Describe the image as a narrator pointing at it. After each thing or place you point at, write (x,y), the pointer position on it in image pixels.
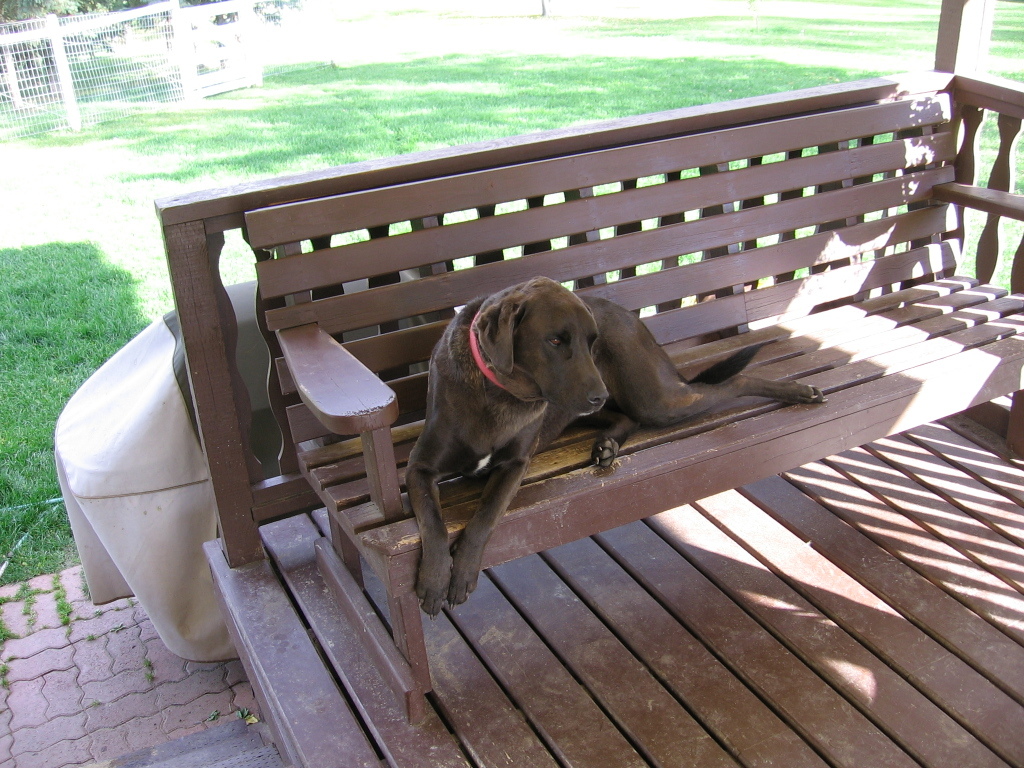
In this image, we can see a dog (510,404) on the bench (569,528) and in the background (120,107), there is a fence (210,92) and we can see an object (74,412) on the ground (397,84) and there are trees (91,2).
